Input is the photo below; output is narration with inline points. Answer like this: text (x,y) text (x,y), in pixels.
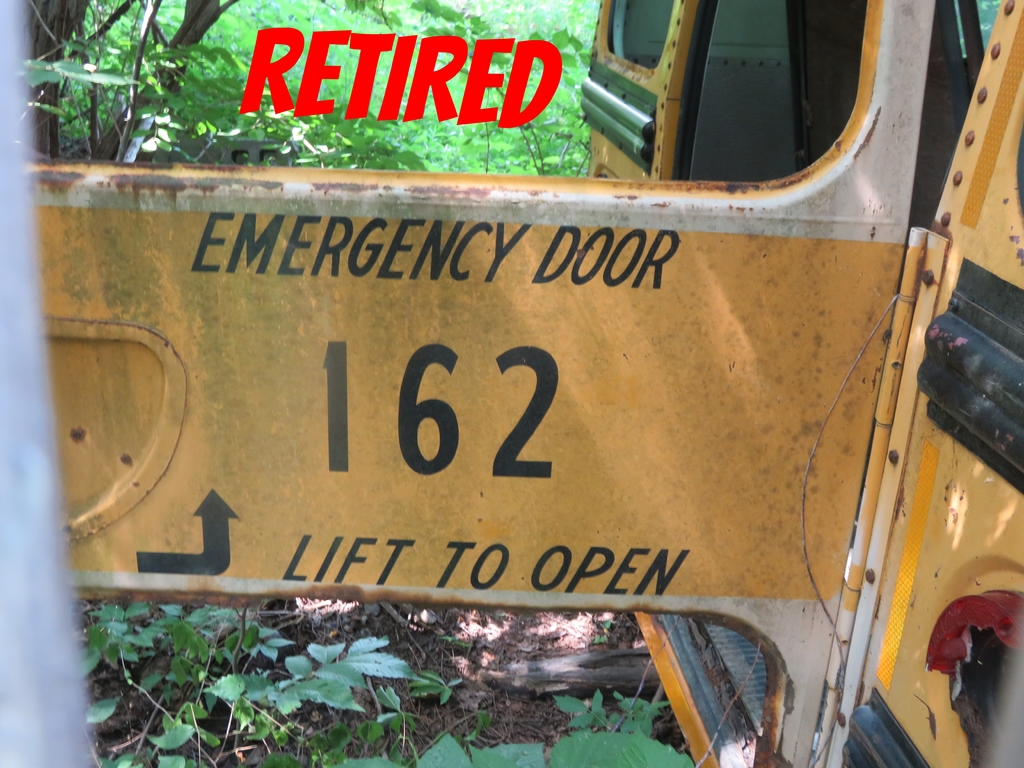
In the image we can see a vehicle (966,532). Behind the vehicle (983,700) we can see some trees (186,39).
